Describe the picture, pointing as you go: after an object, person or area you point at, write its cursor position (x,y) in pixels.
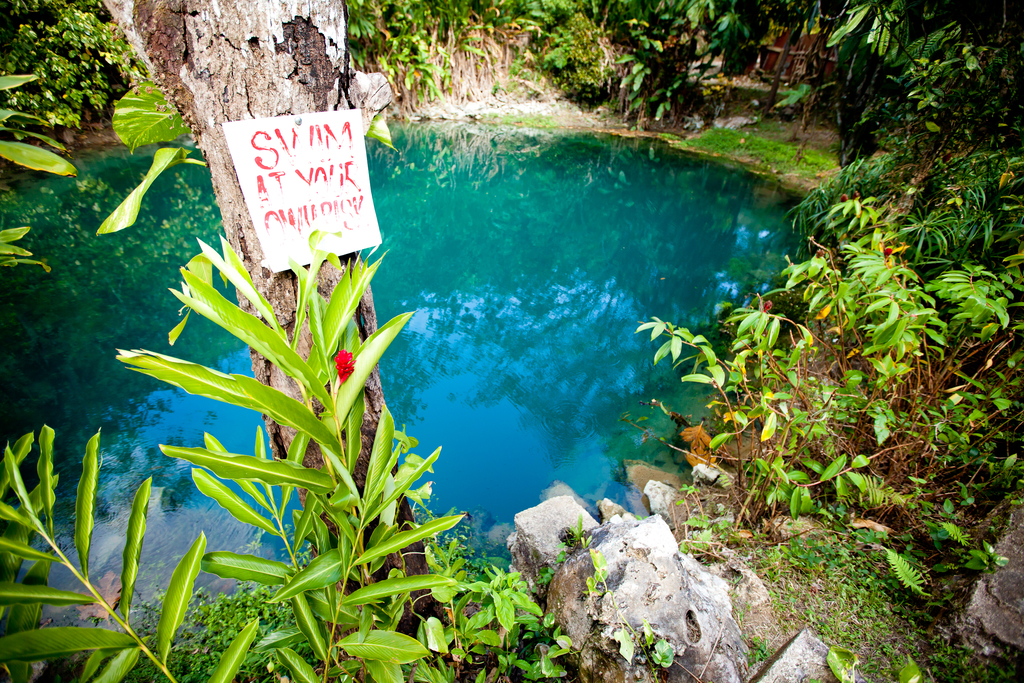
In this image there is a tree trunk (258,52) towards the top of the image (259,102), there is a board (306,181) on the tree trunk (240,75), there is text (288,183) on the board (275,157), there is water (43,282) towards the left of the image (60,329), there are plants (244,610) towards the bottom of the image (329,611), there are rocks (620,576) towards the bottom of the image (755,624), there is grass (745,138).
